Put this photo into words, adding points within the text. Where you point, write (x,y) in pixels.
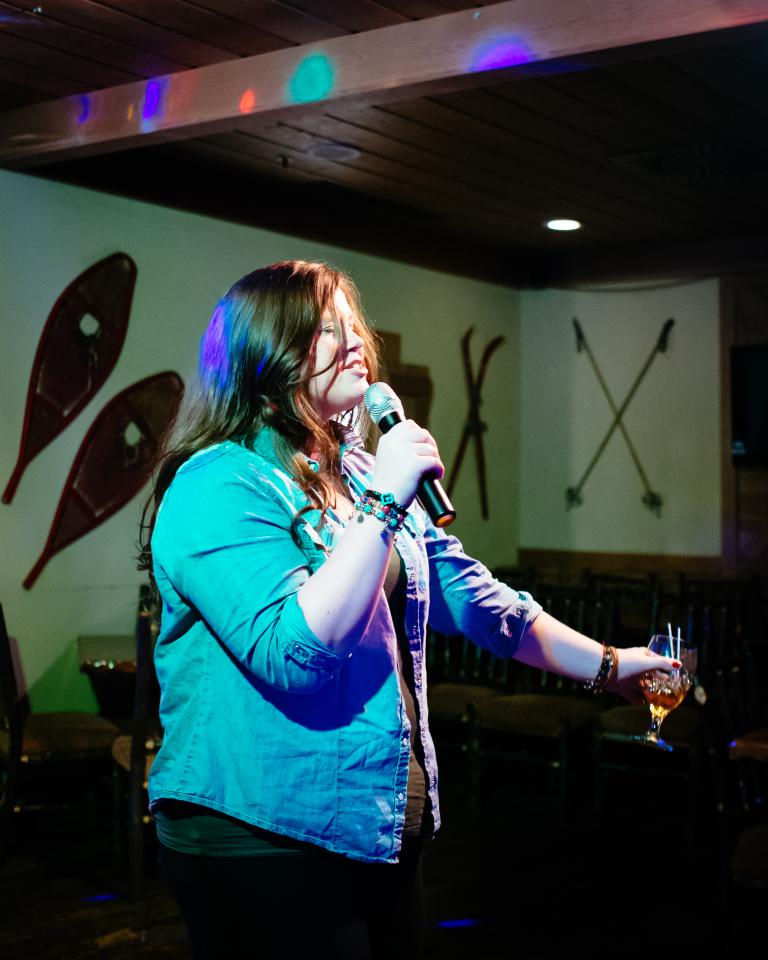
In this picture there is a woman (209,769) who is holding a mic (393,404) and wine glass (674,708). She is standing near to the tables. At the top (258,142) I can see the wooden roof (485,111). In the back (105,470) I can see some designs (95,462) on the wall (433,410).
